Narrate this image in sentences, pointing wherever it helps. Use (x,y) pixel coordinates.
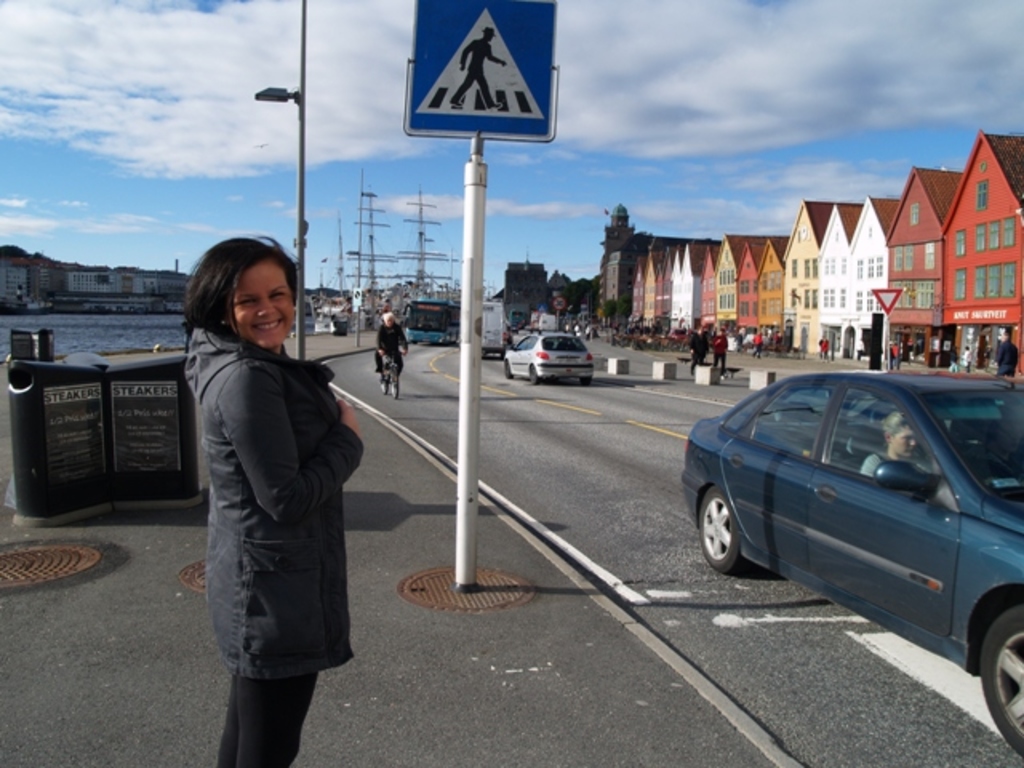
This picture describes about group of people (270,439), on the left side of the image (275,455) we can see a woman (275,454), she is standing and she is smiling, in front of her we can see a sign board (463,74) and a car (856,514), few people (899,448) are seated in it, in the background (363,253) we can find few poles (359,271), buildings (606,297), vehicles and water (141,341).
